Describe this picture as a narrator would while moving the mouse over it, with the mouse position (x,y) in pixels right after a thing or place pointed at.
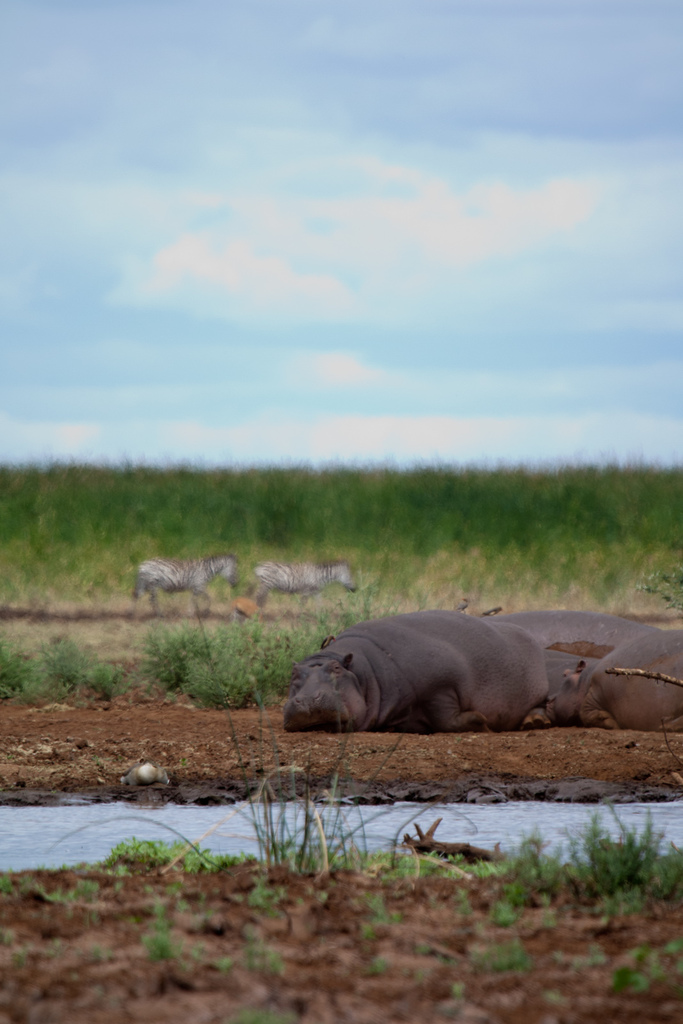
In front of the image there is water (252,815) flowing, behind the water (275,818), there are three animals (431,685) slept in the mud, behind that there are two zebras (275,583) walking, behind the zebras (199,573) there is grass (271,513).
